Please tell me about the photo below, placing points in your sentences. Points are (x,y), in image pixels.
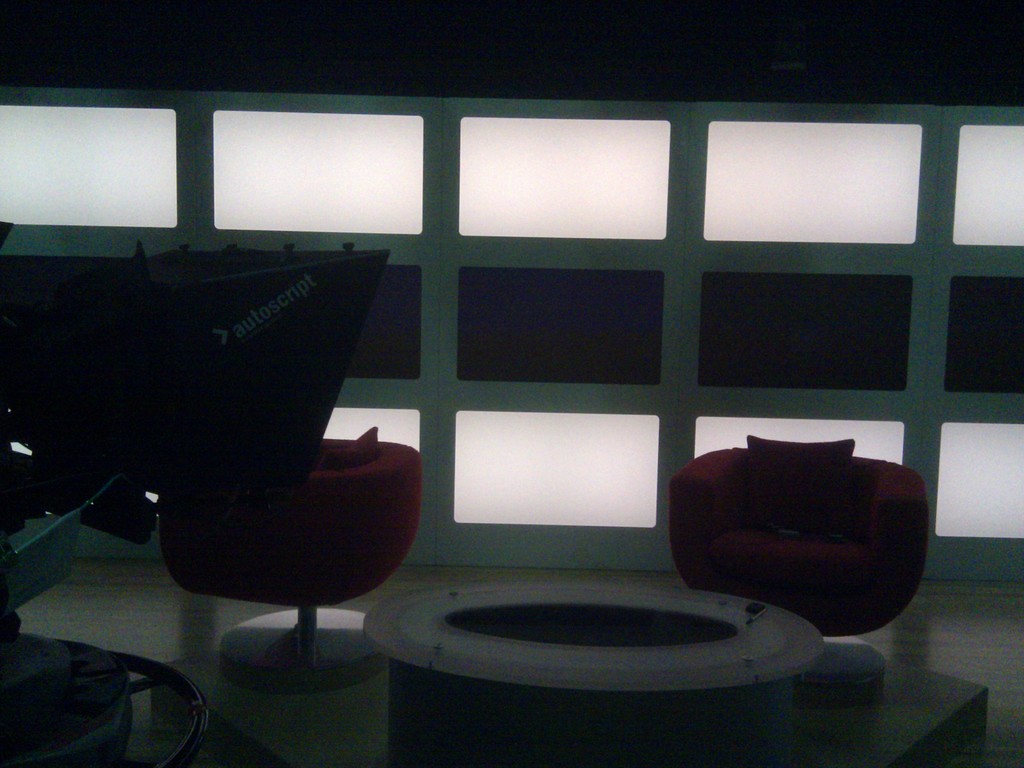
In this image inside a room (866,376) there are two chairs (673,517). Here is a table (572,632). This is looking like a machine (81,445). In the background (773,216) on the wall (462,271) there are lights (535,174).
